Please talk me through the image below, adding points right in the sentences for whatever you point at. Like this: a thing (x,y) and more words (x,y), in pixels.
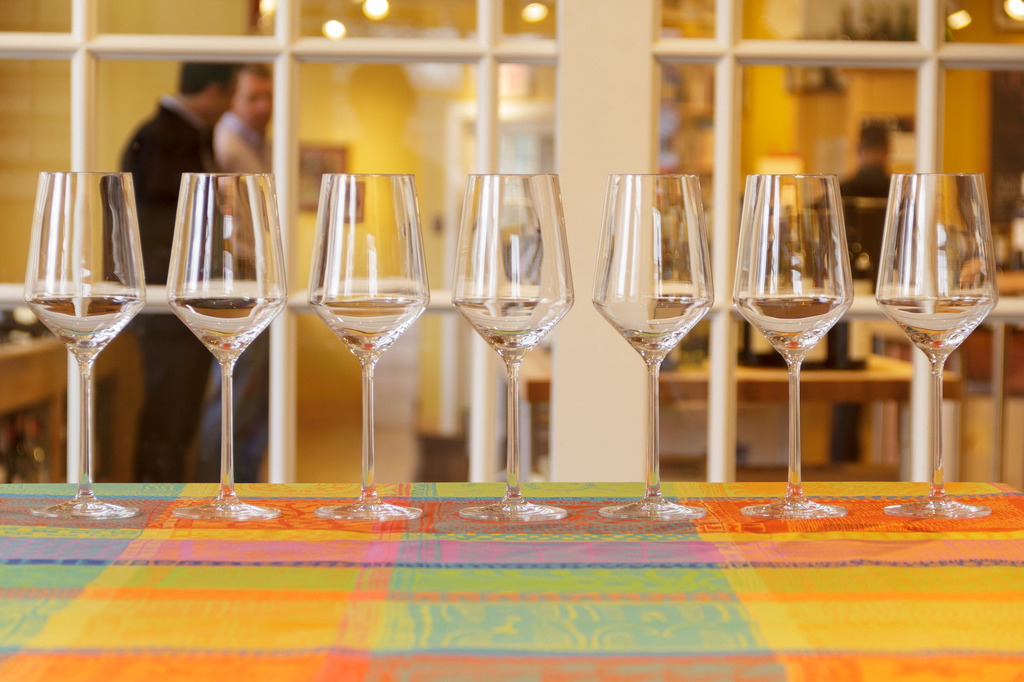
In this image I can see a few glasses (352,297) on the table (738,509). On the table (472,571) there is a colorful cloth (662,554). At the back side (177,176) I can see three persons (202,119).
